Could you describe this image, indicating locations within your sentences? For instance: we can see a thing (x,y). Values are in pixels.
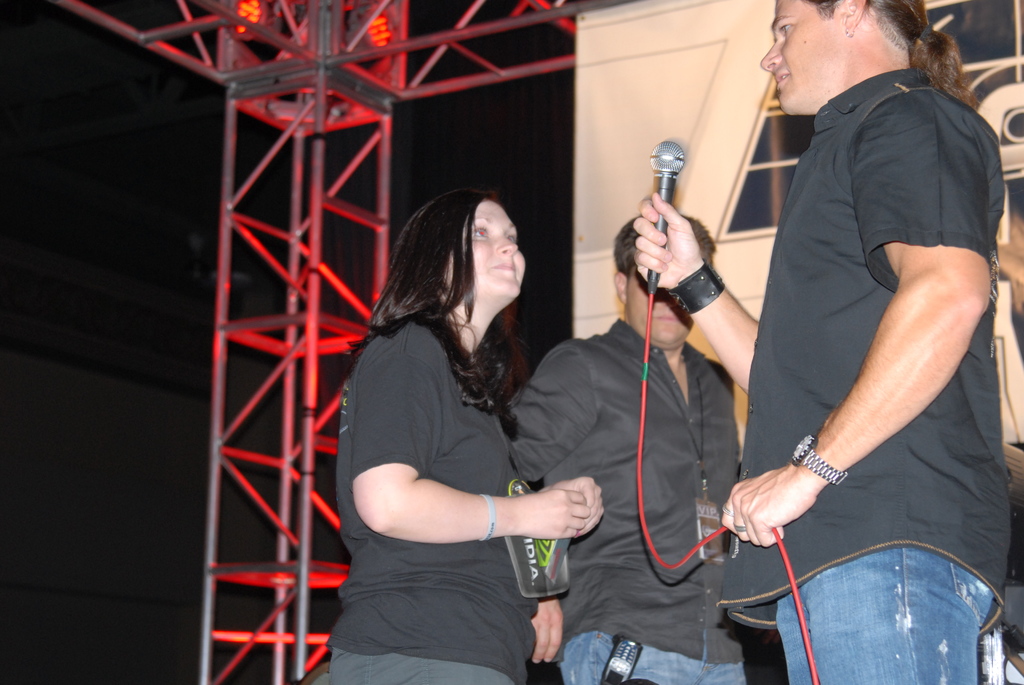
This picture shows a woman (437,470) and two men (743,357) standing on the stage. The man (831,154) is holding a wired microphone (641,482) in his hand (663,239) and he is wearing a watch (813,464). All of them are in black shirts (708,404). In the background (269,437), there is a pillar (273,352) and a black cloth (491,162) here.
